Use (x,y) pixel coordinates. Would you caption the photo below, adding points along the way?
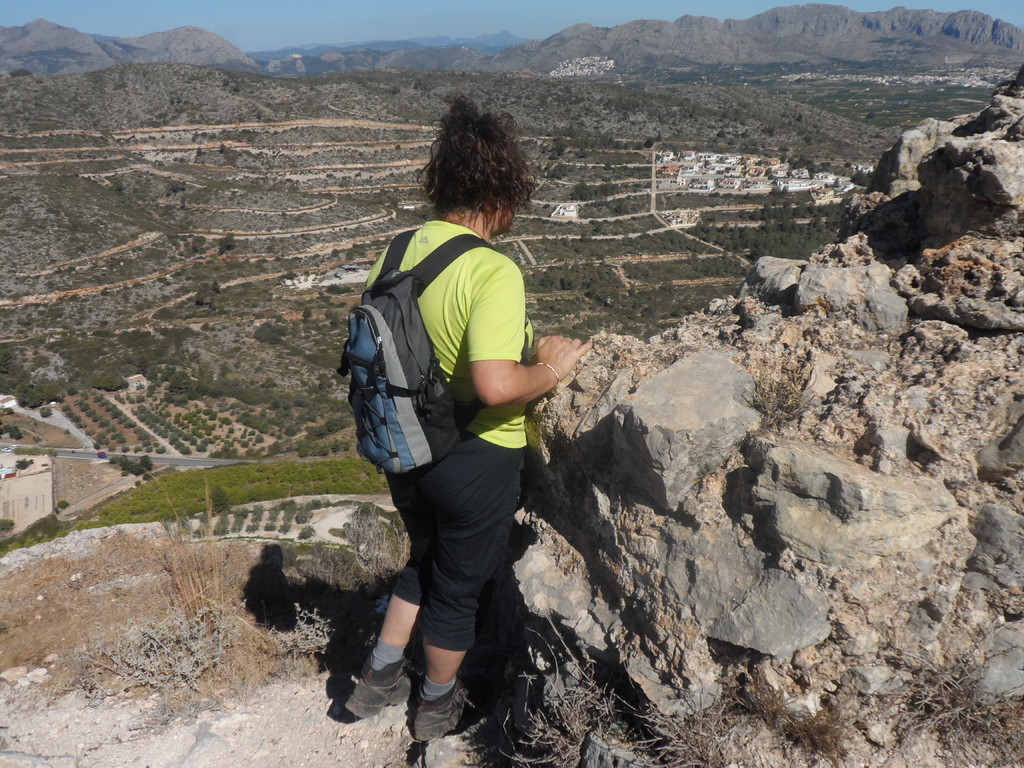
In this image we can see a woman (466,519) wearing a bag (440,431) standing on the rock (368,649). We can also see some plants (313,616), a group of trees (280,475) and buildings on the hill (716,270). On the backside (626,52) we can see the mountains (677,39) and the sky (713,9).
